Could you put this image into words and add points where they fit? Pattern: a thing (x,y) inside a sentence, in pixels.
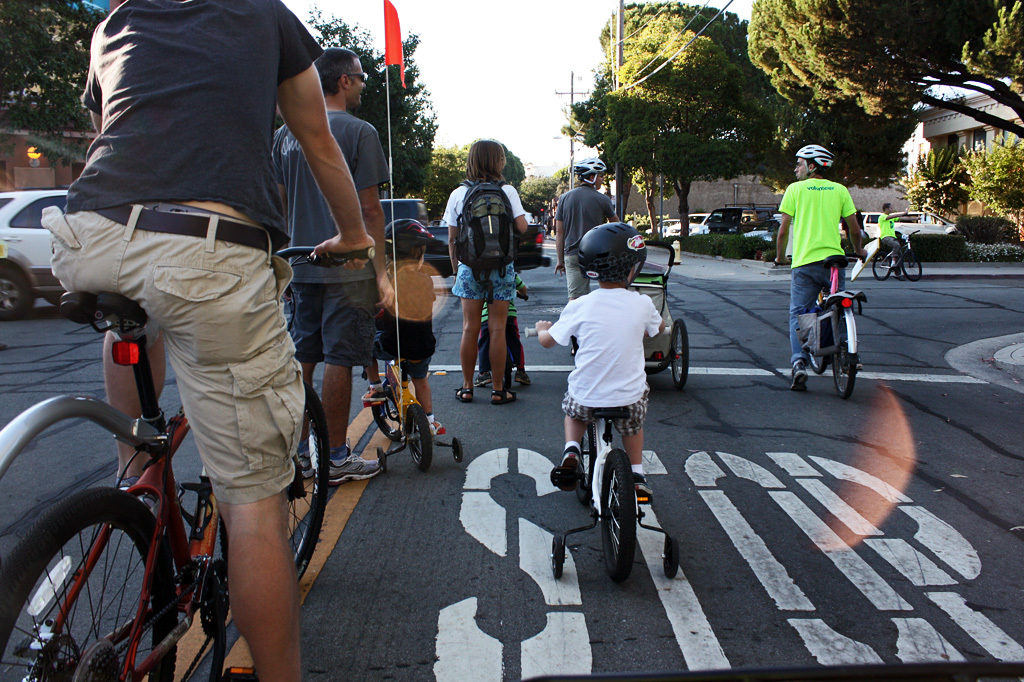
In this picture we can see a group of people (584,290) were some of them wore helmets (616,243) and riding bicycle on roads (733,287) and in background (456,122) we can see trees (734,125), wall (744,197), cars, sky (462,100).
